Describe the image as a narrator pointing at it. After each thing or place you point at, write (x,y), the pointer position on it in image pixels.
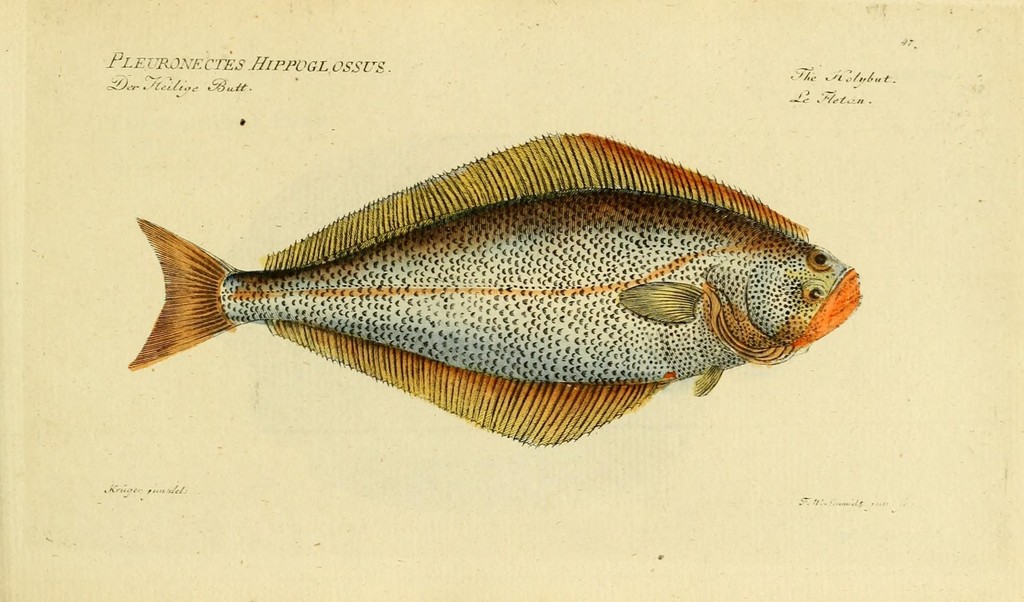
In the center of the image (521,335) a fish (718,298) is present. At the top right (849,85) and left corner (278,61) text (225,82) is there. At the bottom left (123,488) and right corner (898,507) text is present.
